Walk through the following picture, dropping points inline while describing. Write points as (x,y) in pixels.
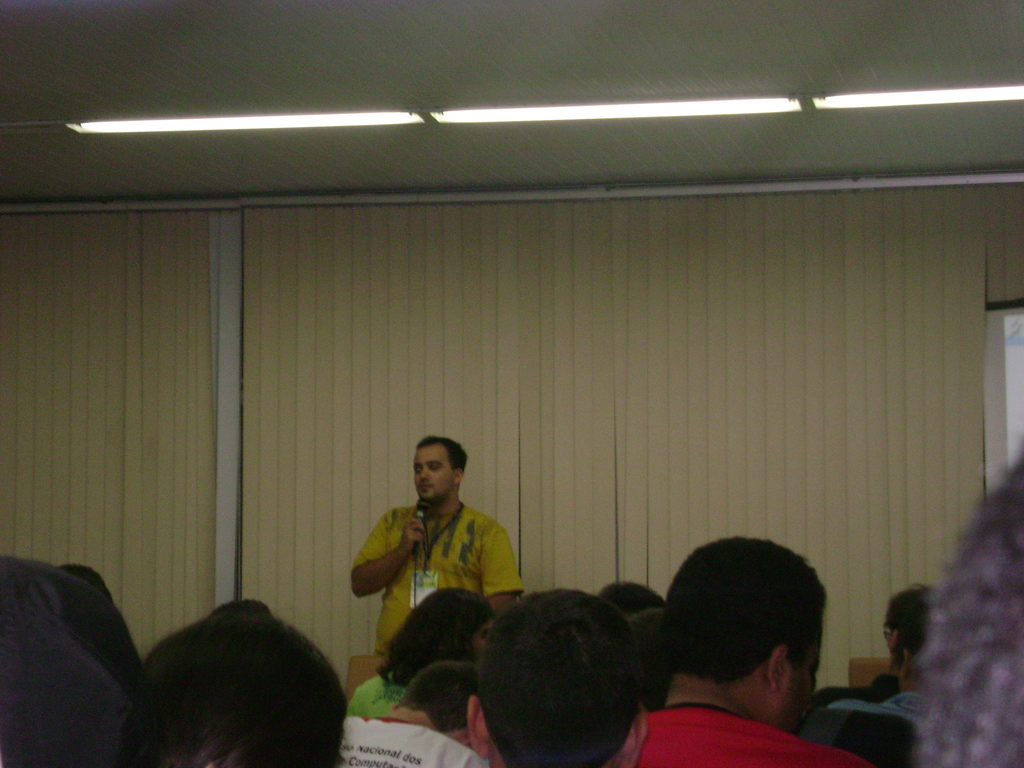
In this picture we can see a group of people (575,652) and in front of them we can see a man (428,444) holding a mic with his hand (406,546) and in the background (118,437) we can see the lights (939,100), curtains (461,318).
